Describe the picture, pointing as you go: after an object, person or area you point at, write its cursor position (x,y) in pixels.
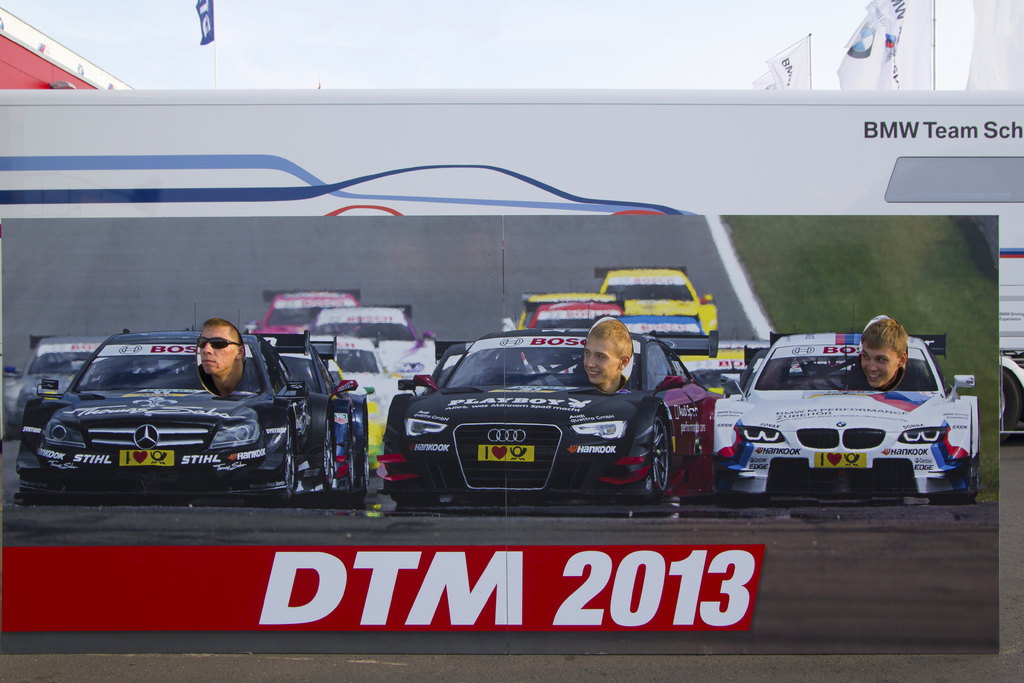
In this image we can see a board (690,270) with sports cars (125,495) are moving on the road (718,288). Here we can see faces (227,331) of persons (897,339) and some text (438,593). In the background (358,184), we can see a white color vehicle (436,184), flags (1005,61) and the sky (449,76).
